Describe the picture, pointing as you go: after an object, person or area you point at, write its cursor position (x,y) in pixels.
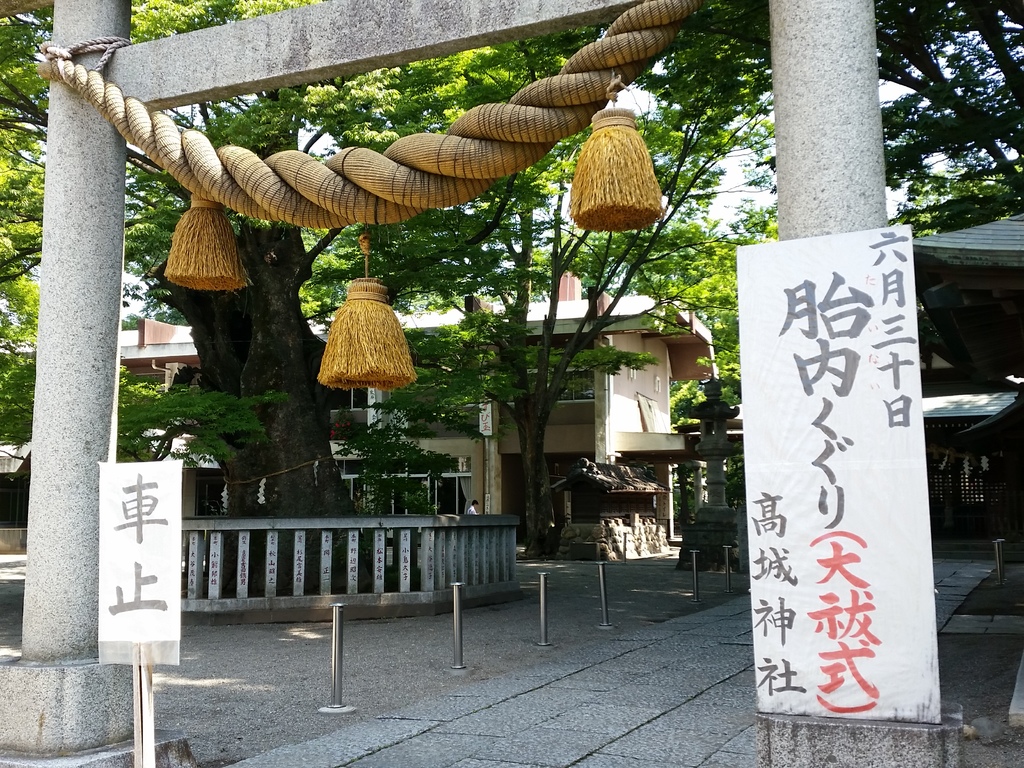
In this image I can see the rope (354,173) to the arch (351,53). I can see the banners (761,364) and the poles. In the background (735,361) I can see the trees (914,145), buildings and the sky (718,161).
